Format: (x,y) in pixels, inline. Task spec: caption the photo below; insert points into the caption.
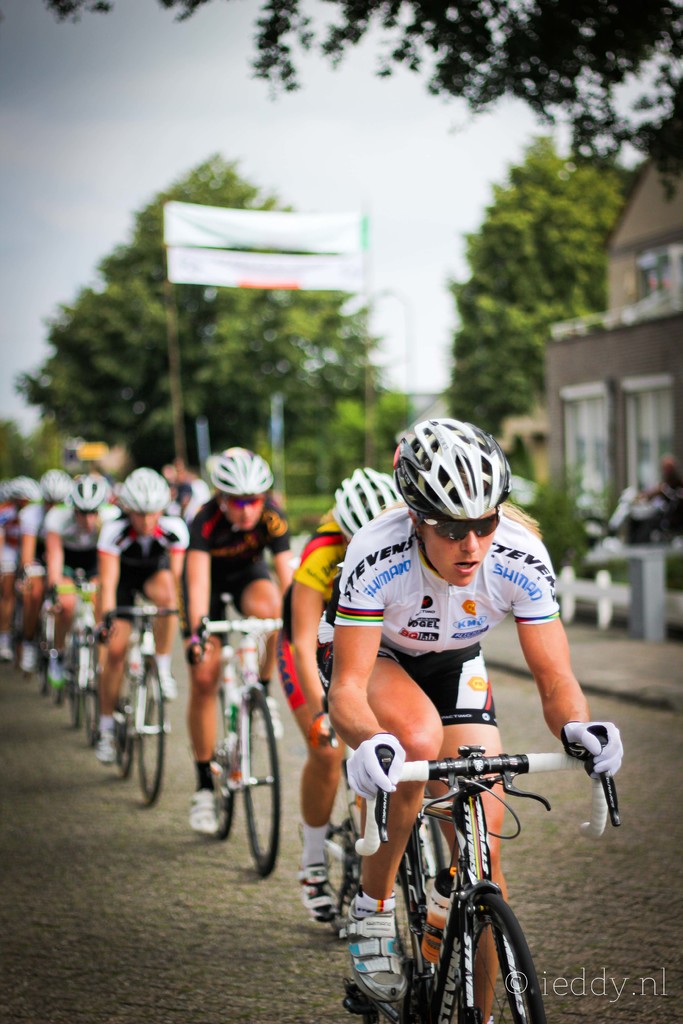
In this image there are group of people (392,632) riding a bicycle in the road (236,1020) and the back ground (291,386) there is a banner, tree (361,331), house (617,355) and sky (13,325).
